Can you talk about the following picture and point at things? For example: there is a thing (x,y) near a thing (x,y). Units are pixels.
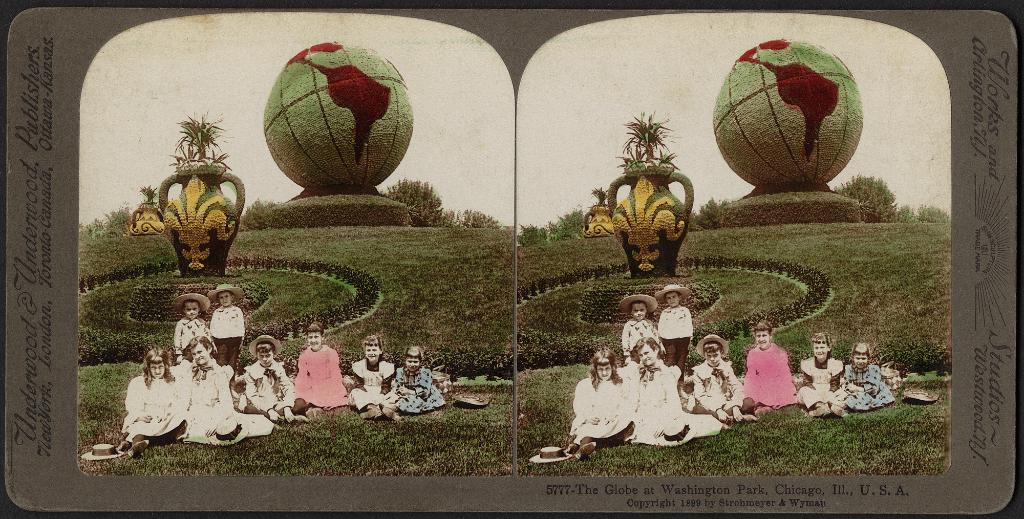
In this picture we can see two photos (453,241) and some text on a board (965,219). In these photos (757,289) we can see some people (740,411) on the grass (755,471), plants (734,267), sculptures (673,224), trees (436,214) and the sky (433,78).
